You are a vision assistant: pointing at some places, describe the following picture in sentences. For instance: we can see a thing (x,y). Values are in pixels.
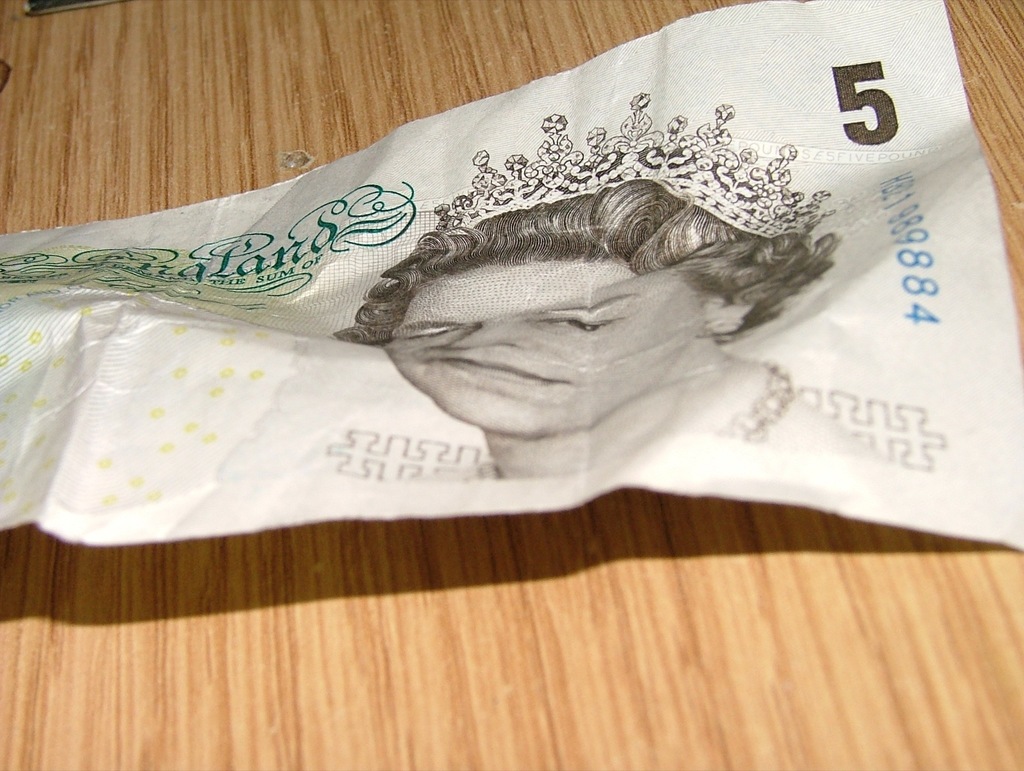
This image consists of a currency note (545,447). At the bottom (443,655), there is a wooden desk (320,684).
